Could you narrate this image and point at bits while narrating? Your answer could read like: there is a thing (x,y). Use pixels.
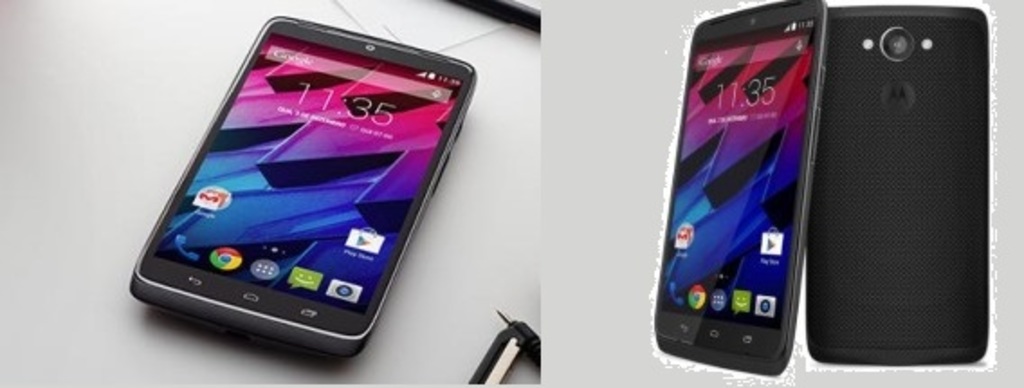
This is an edited image and we can see the mobile phones (287,211) and we can see the text (335,118), numbers (362,107) and the icons (369,243) on the display (430,113) of the mobile phones (736,153). In the background (504,39) we can see a table (507,52) and some other objects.
